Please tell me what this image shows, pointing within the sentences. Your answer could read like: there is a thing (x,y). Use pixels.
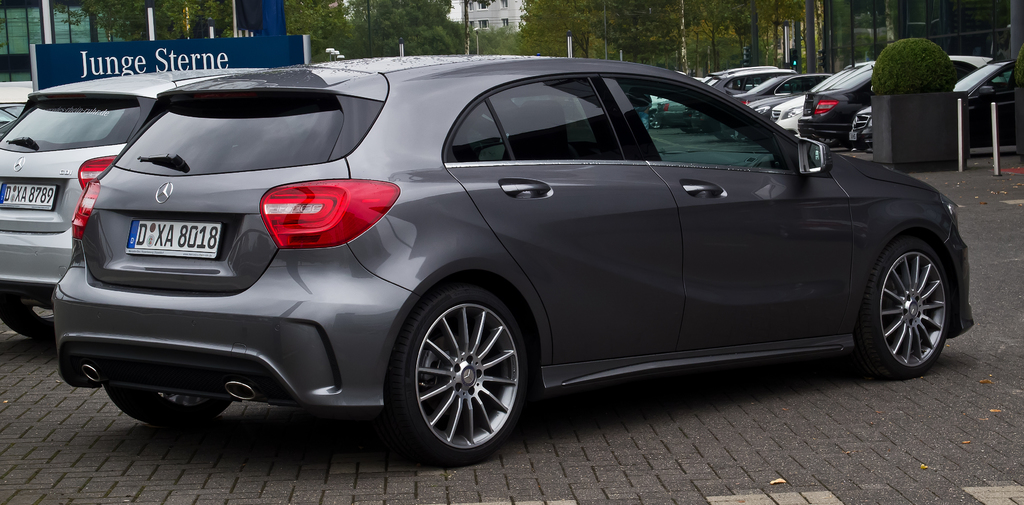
In this image we can see cars (476,197) on the road (599,406). In the background of the image (554,44) there are trees (480,43), buildings (507,19). There is a board (293,46) with some text (85,54) on it.
